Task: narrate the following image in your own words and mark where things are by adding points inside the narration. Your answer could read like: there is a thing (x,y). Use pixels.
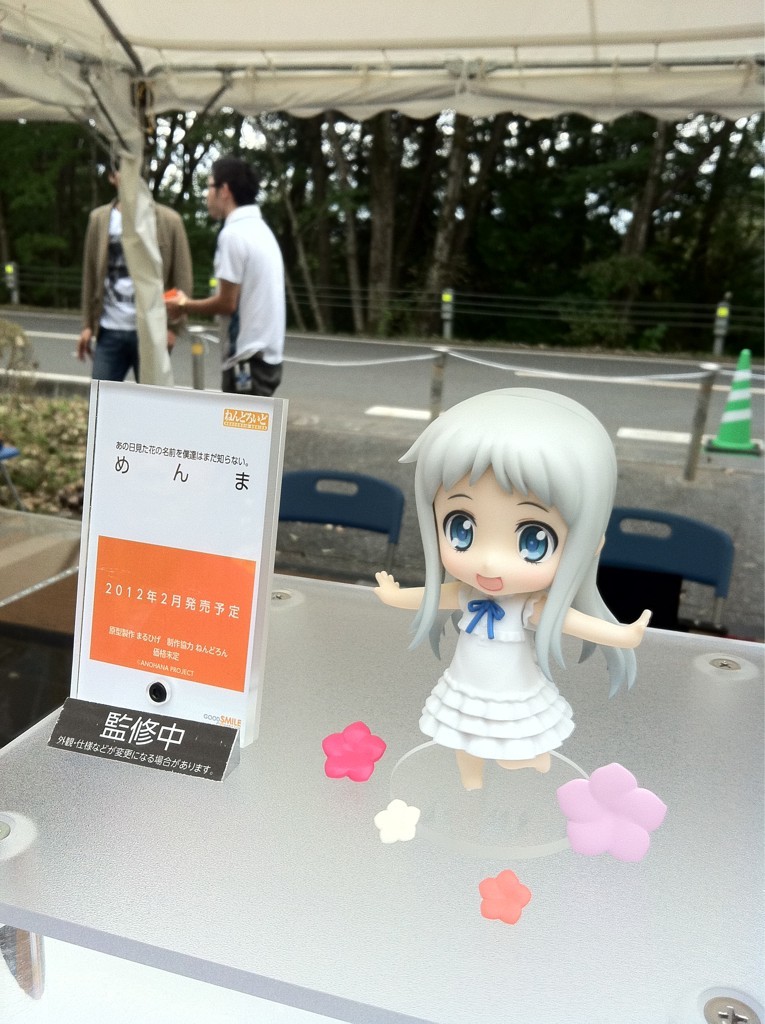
In this picture we can see a toy (481,619) and a board (262,639) here, there are two chairs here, in the background (263,317) there are two persons (224,295) standing, we can see some trees (426,185) here, there is a traffic cone (743,409) here.
